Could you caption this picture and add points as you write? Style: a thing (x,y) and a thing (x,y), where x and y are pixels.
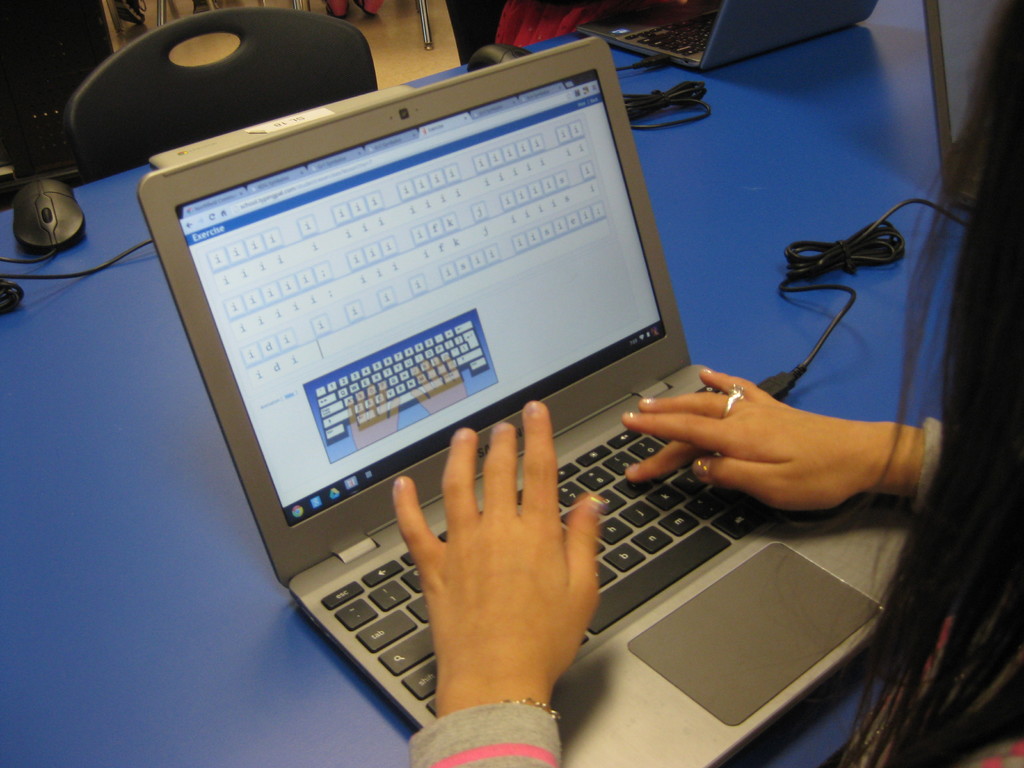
In this picture I can see there is a woman (884,448) sitting here and she is operating a laptop (438,479) and there is a table (794,78) in front of her and there are chairs (213,28) and another laptop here in the backdrop (222,16) and there are cables (840,288) connected to the laptop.
